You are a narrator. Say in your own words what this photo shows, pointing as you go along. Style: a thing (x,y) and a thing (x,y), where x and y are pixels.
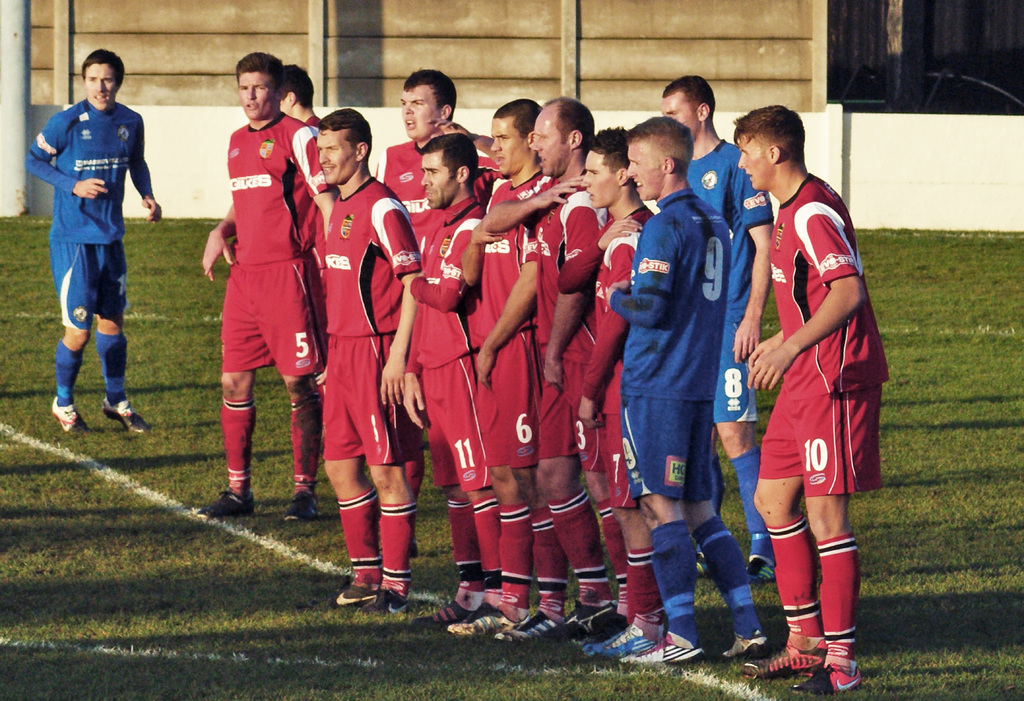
In this picture we can see a group of people (490,625) standing on the ground (289,687) and in the background (887,189) we can see wall (674,62).
